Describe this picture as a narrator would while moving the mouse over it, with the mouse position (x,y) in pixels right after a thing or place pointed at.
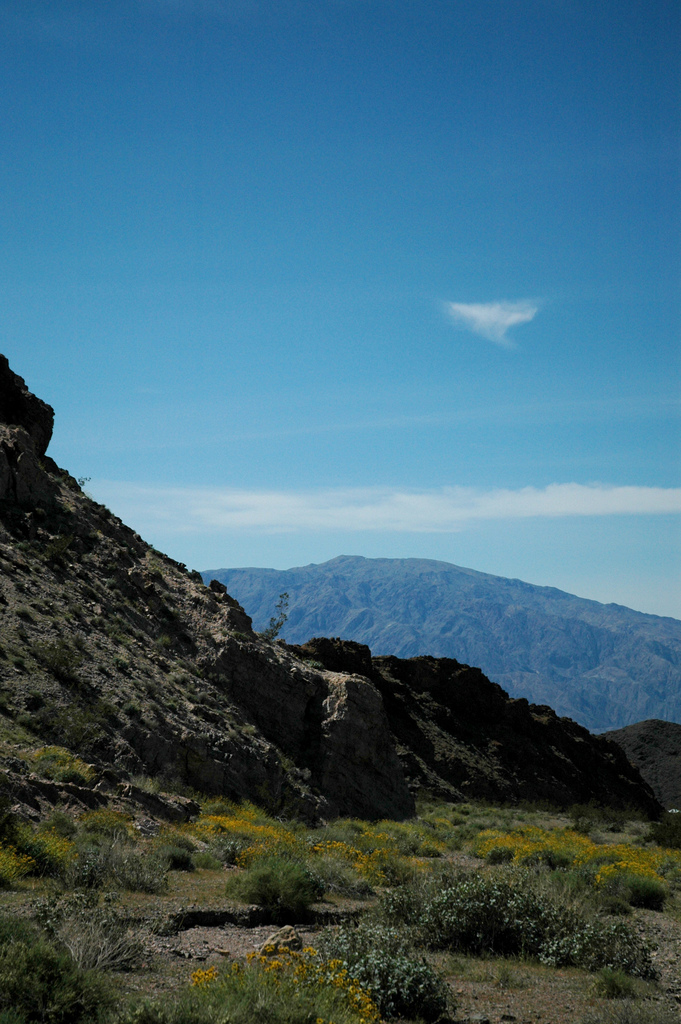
In this image we can see some grass (438,966), flowers (211,969) which are grown to the plants (287,854) and there are some mountains (280,656) and top of the image (139,188) there is clear sky (139,188).
